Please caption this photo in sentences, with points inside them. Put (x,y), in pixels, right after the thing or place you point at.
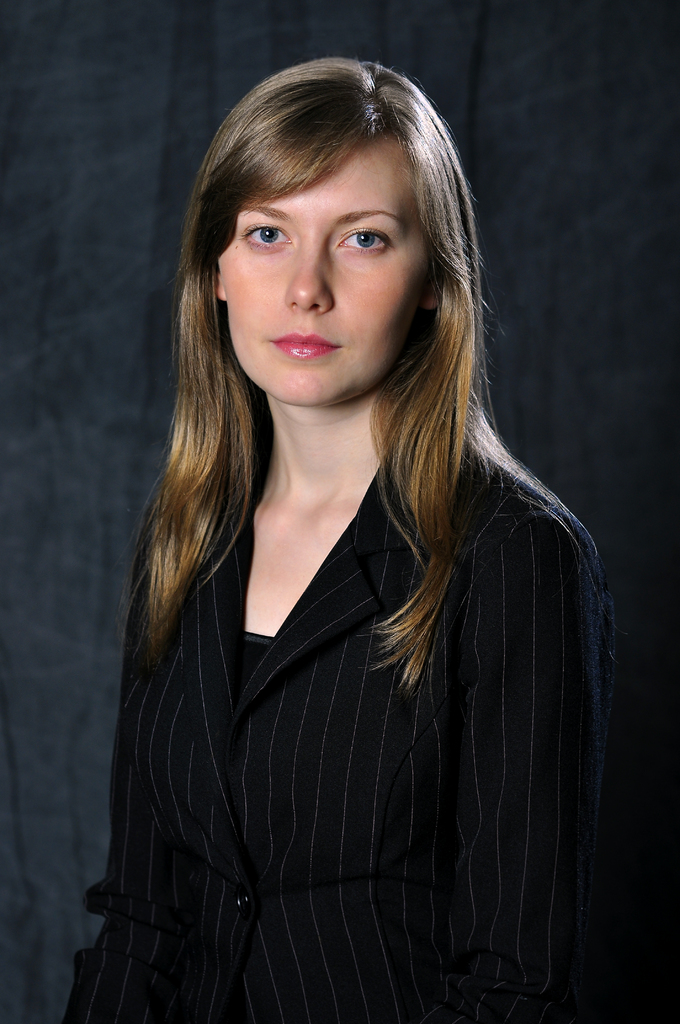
In this image I can see a person (371,791) standing wearing black color dress (249,761) and I can see black color background (663,448).
